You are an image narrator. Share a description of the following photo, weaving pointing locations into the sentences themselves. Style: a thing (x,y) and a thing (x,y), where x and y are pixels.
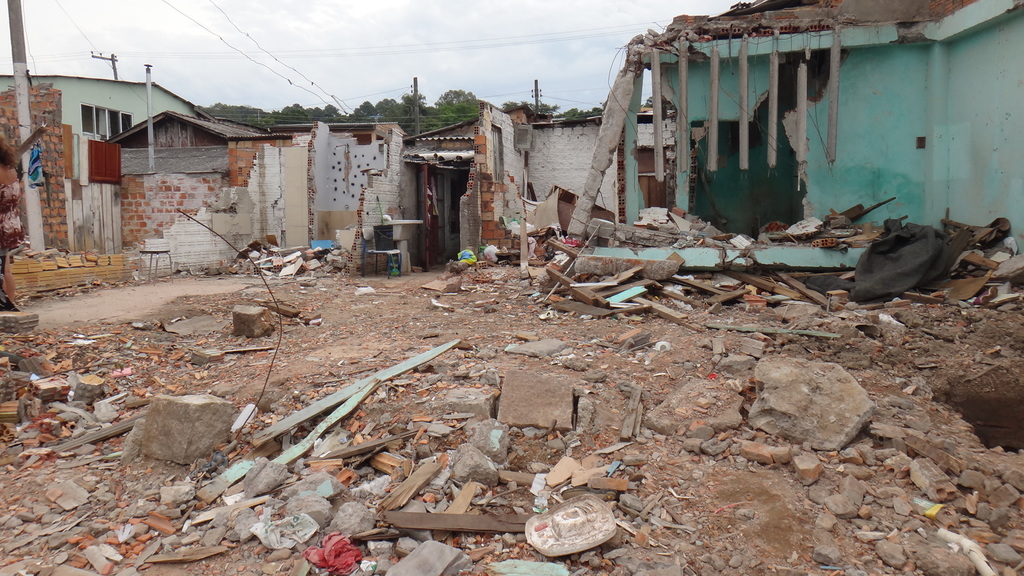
In this image, we can see few houses (372,160), poles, trees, few objects (953,248), stool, stones (543,353), wooden sticks (436,475). Top of the image (391,33), there is a sky (406,20).
